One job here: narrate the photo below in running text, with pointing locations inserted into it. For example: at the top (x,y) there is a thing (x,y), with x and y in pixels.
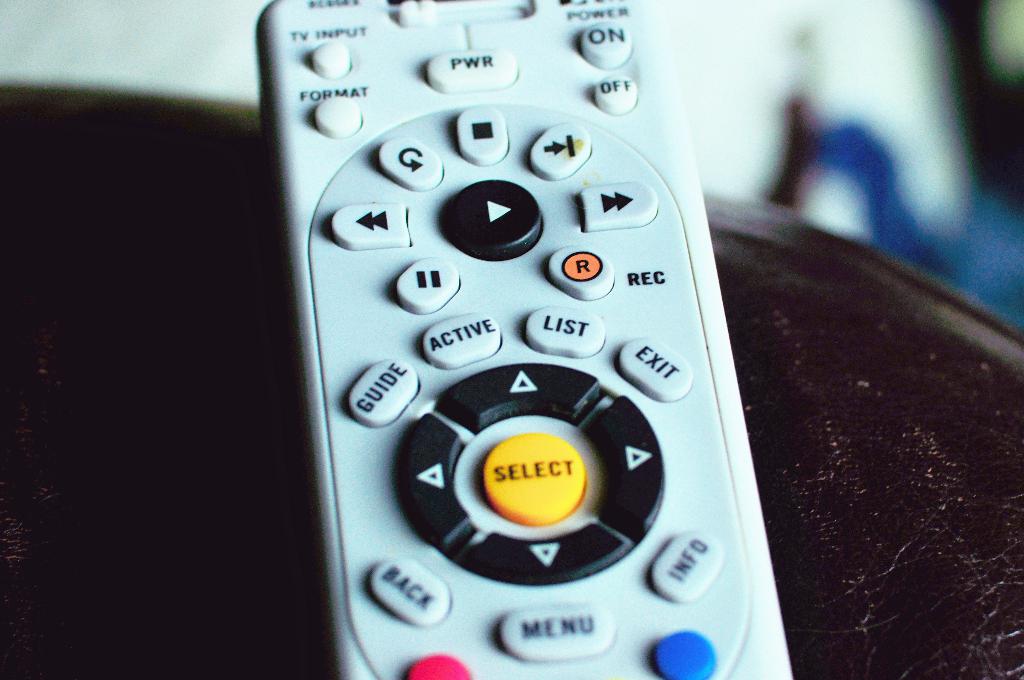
We can see remote (484,323) on the surface (810,447). In the background (855,76) it is blur.
